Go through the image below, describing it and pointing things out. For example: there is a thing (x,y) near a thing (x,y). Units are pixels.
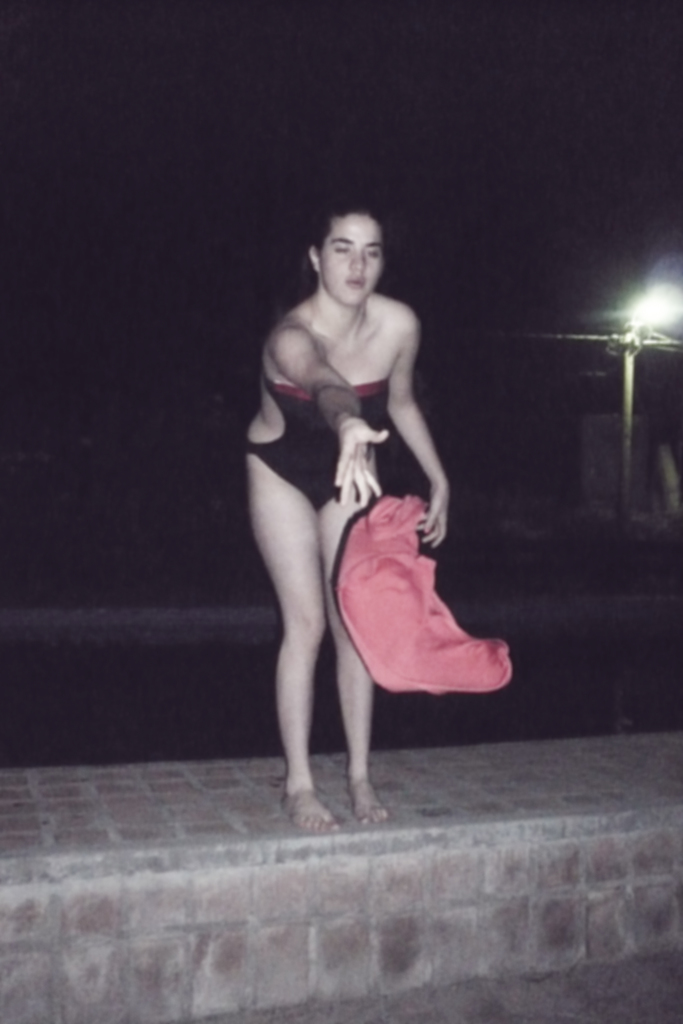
In this image we can see a woman (298,515) in swimming dress (308,407), she is throwing one pink color cloth (396,639) and she is standing on a brick wall (339,886). Behind her darkness and a light pole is present.
